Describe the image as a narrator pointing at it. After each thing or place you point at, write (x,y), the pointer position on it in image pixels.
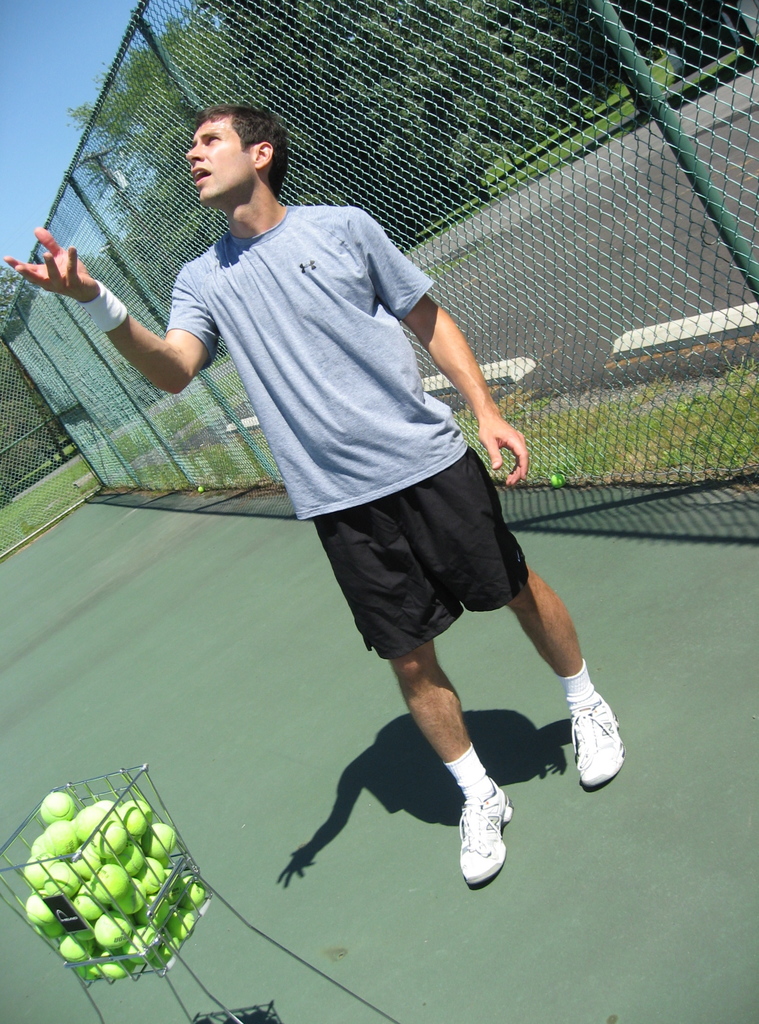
In this image we can see a person (588,771) standing on the ground (599,814). On the left side of the image (113,934) can see group of balls (100,809) in a stand (175,946). On the right side of the image (693,457) we can see a fence (641,275), poles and grass (668,446). At the top of the image (320,10) we can see a group of trees (217,49) and the sky (84,4).
